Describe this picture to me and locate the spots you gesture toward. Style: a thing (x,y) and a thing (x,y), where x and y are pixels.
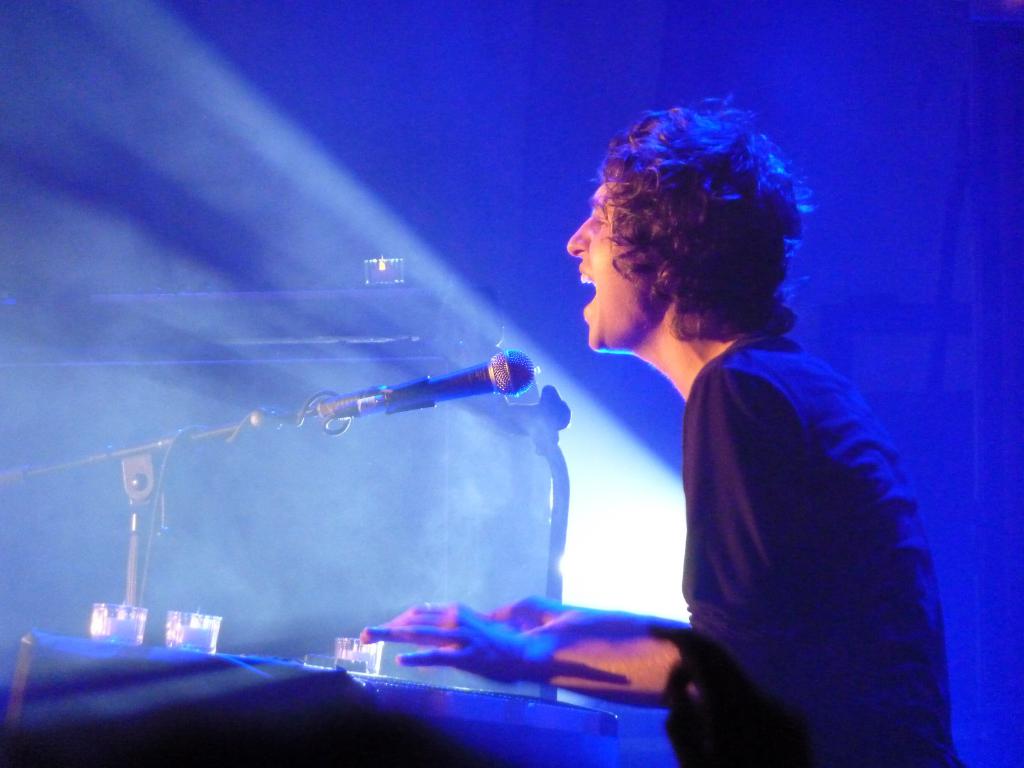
In the picture we can see a person (716,508) wearing black color T-shirt (691,568), playing keyboard (368,683), there is microphone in front of him and in the background of the picture (396,199) there is blue light (507,150).
